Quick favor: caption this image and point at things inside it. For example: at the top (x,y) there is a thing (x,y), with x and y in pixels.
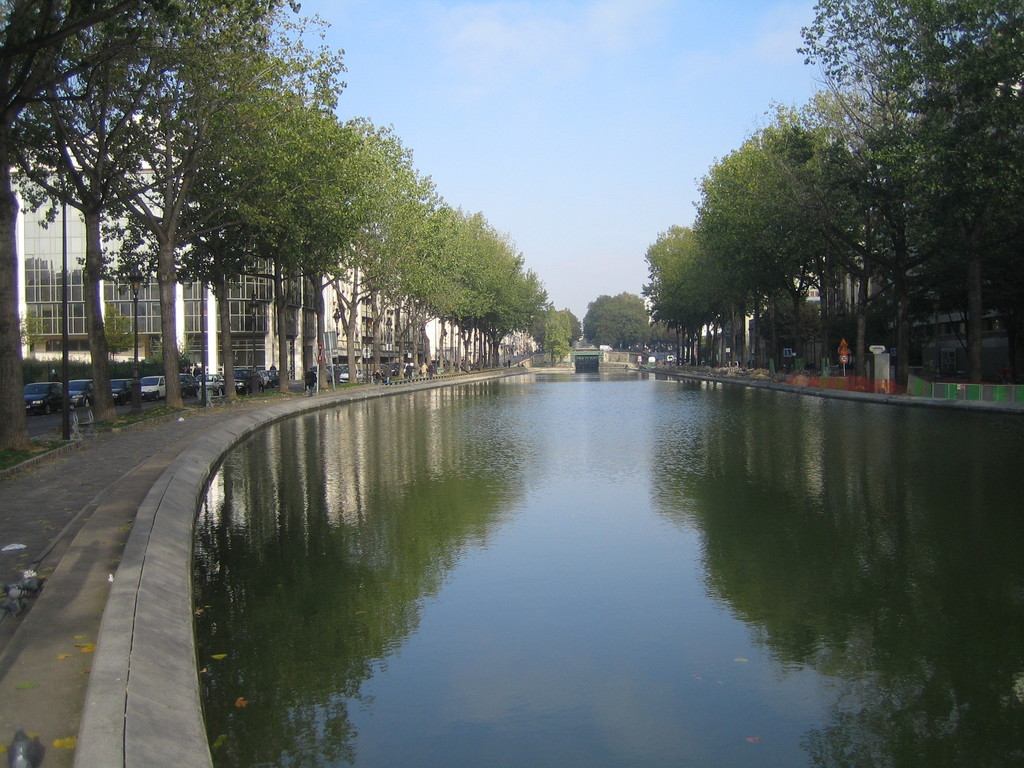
In this image I can see the water (625,607), the ground (113,510), few trees (171,297), few boards (842,358), a bridge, few vehicles (356,375) on the road (53,414) and few buildings (248,285). In the background (563,140) I can see the sky (555,127).
